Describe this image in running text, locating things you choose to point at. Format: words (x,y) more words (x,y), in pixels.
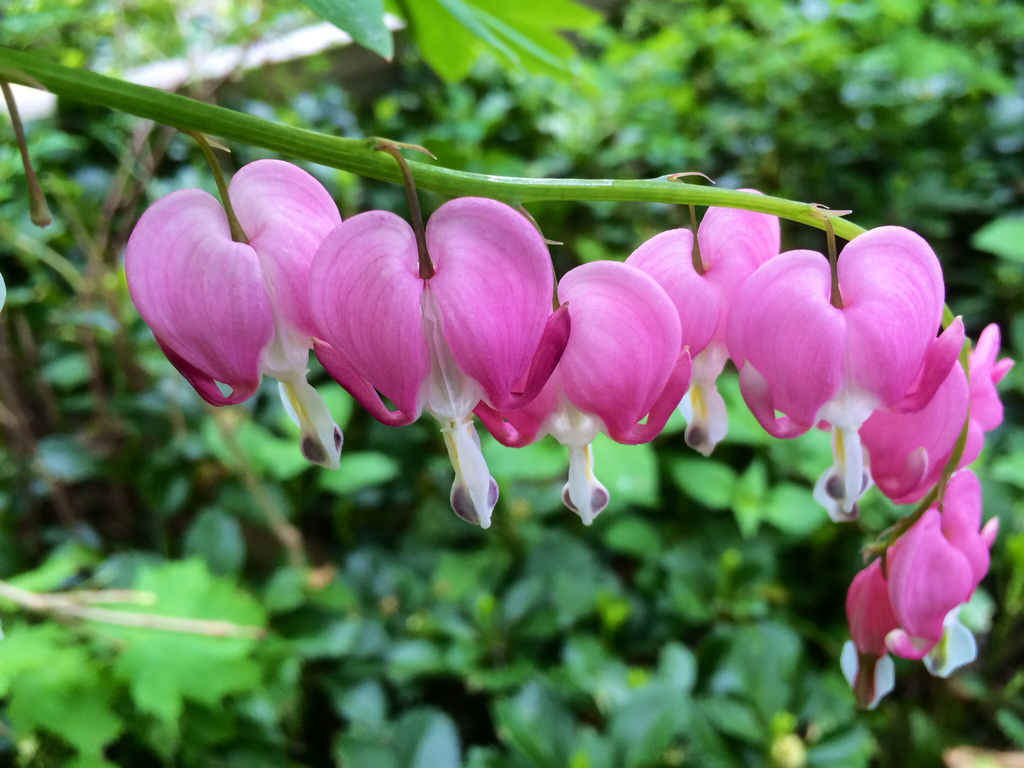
In this image we can see flowers (632,338) and trees (189,605).
